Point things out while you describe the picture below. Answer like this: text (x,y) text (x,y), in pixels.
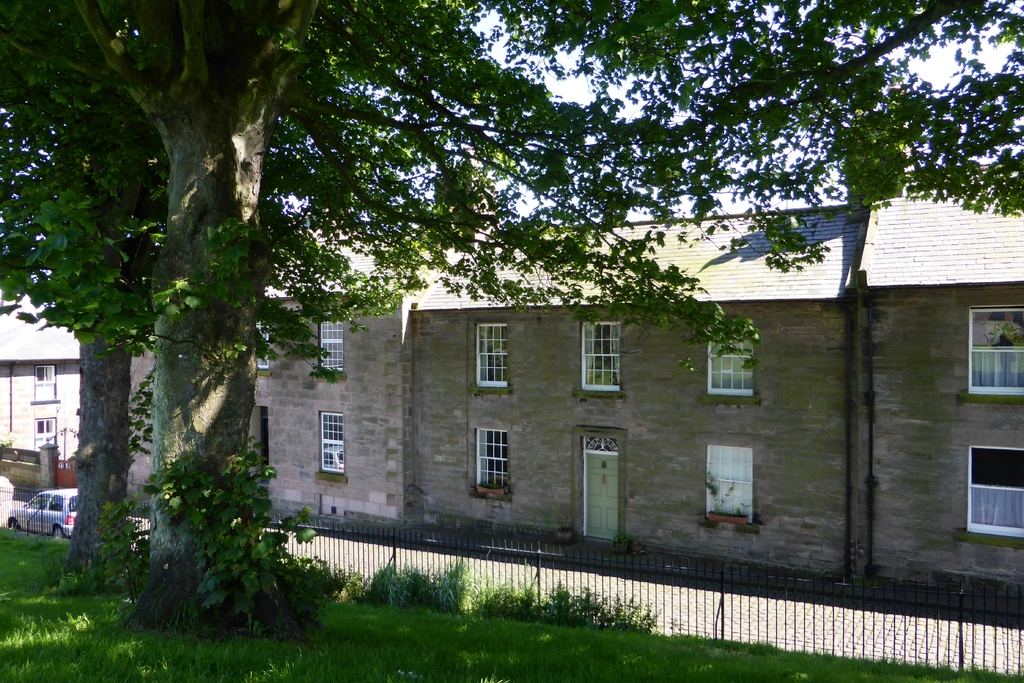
In this image I can see in the middle (475,269) there are trees (256,548), on the left side (40,516) a car (27,525) is moving on the road (352,560), on the right side (830,390) there are houses (665,452). At the top (584,100) it is the sky (599,64), at the bottom (294,651) there is the grass (320,651).
